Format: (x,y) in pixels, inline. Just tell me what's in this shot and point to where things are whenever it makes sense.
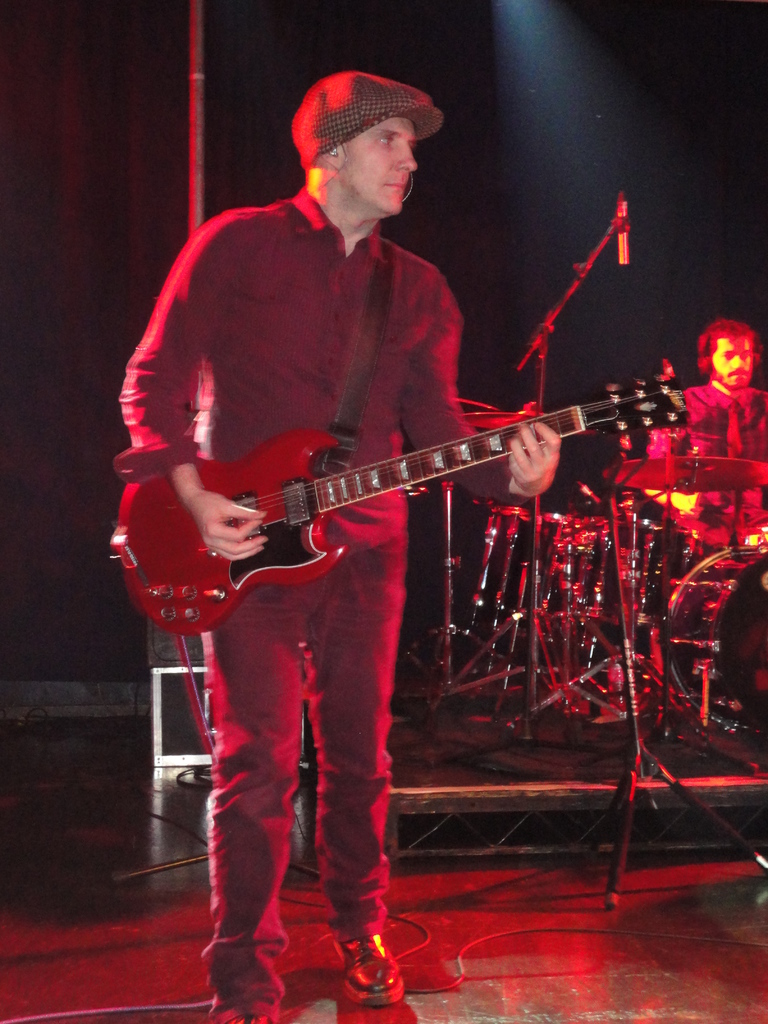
a person (315,333) is standing playing guitar (253,494). another person (706,492) behind him is playing drums (687,562).
